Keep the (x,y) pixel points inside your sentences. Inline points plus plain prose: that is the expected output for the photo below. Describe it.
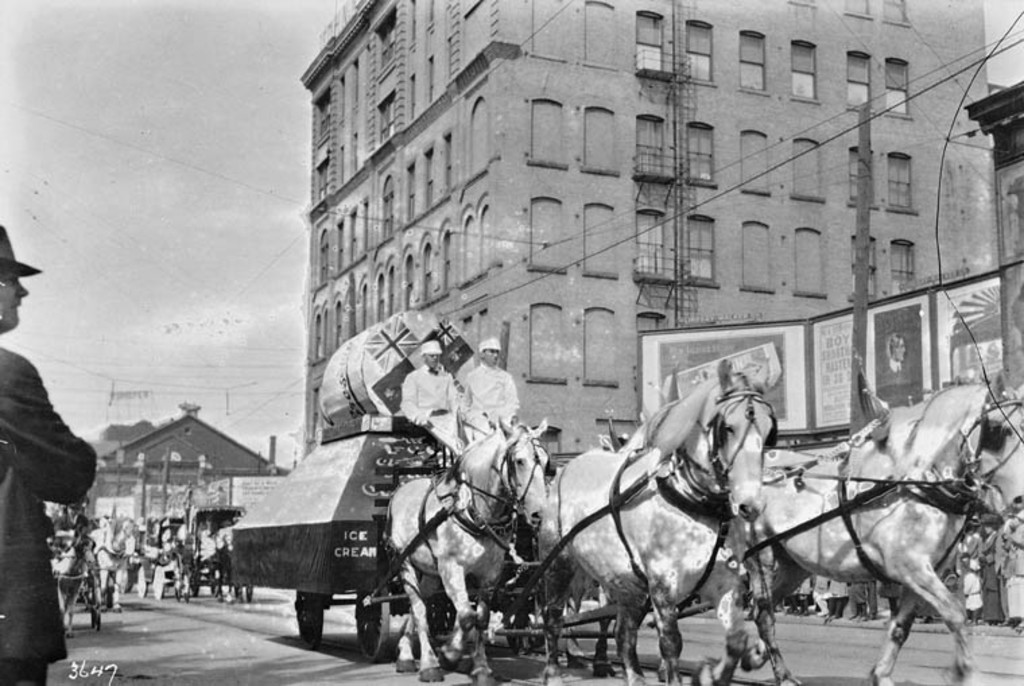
As we can see in the image there is a sky (204,234), buildings (439,219) and few people (36,448) over here and there are horses (659,536).
